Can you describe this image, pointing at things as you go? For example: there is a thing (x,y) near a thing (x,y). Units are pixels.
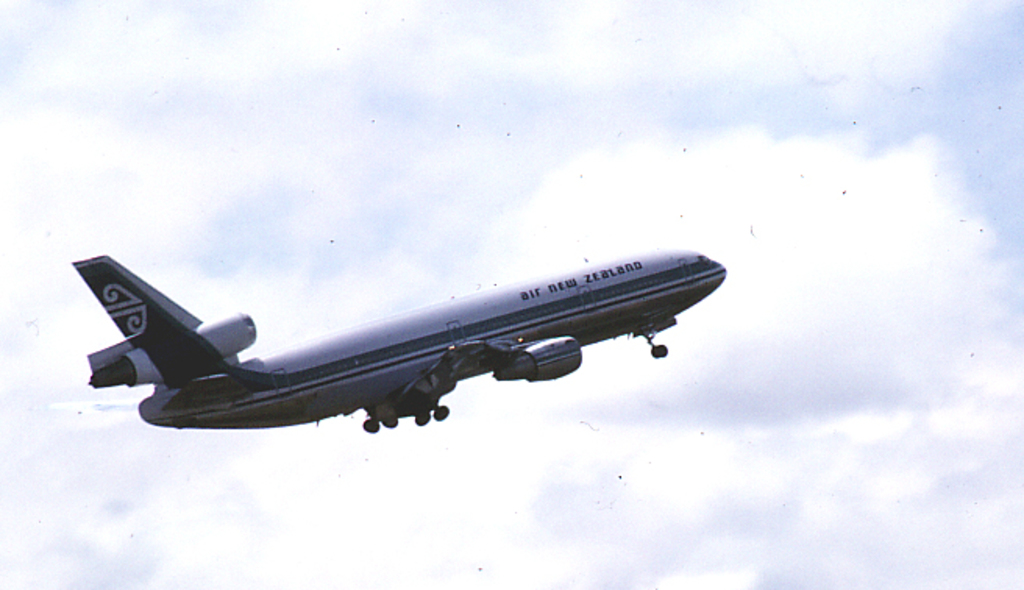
In this image I can see an aeroplane (448,333) is flying in the air (349,159). In the background (363,146) I can see the sky (323,147).
